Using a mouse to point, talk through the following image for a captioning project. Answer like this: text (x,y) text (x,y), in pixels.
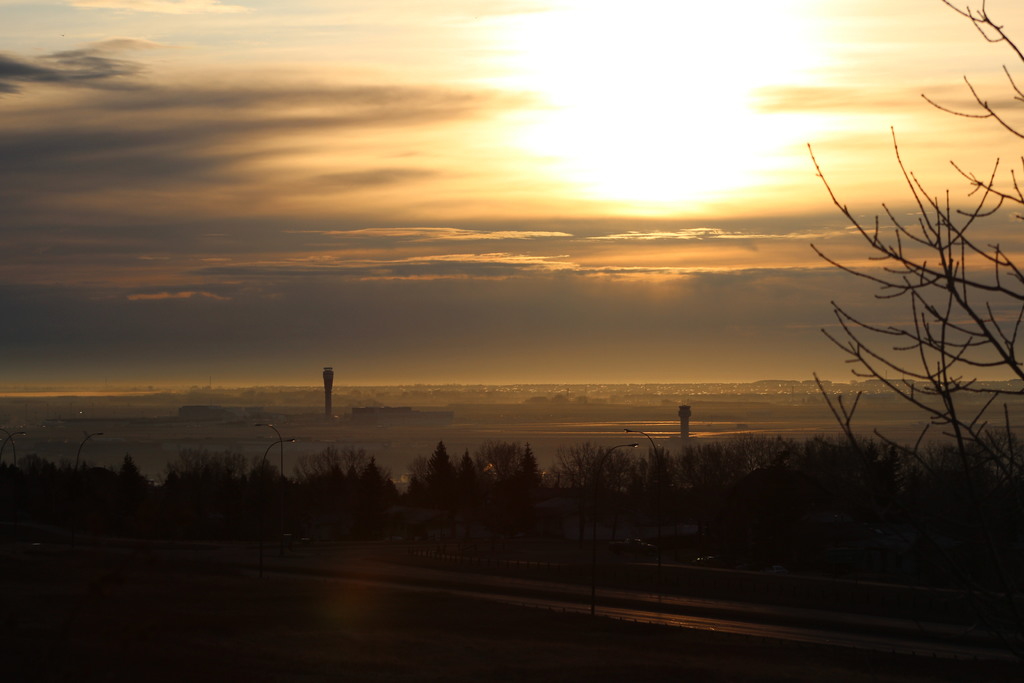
In this image in the front (334,564) there is a road (785,631) and in the center (584,450) there are plants (450,466). In the background (394,428) there is an airfield (533,424) and the sky (528,251) is cloudy. On the right side (994,259) there is a dry tree (1022,198).
